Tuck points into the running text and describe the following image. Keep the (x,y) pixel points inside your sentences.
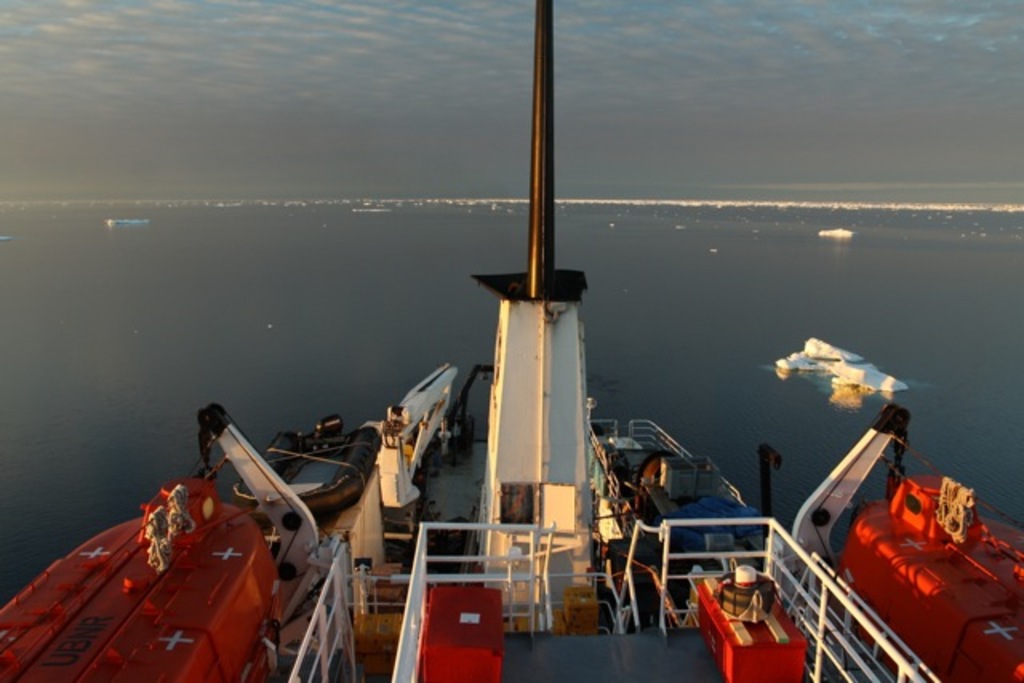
In this picture we can see ropes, an inflatable boat (349,482) and a few objects (450,657) in the ship (586,659). There are some objects (801,354) floating on the water (429,224). We can see the cloudy sky (391,110).
